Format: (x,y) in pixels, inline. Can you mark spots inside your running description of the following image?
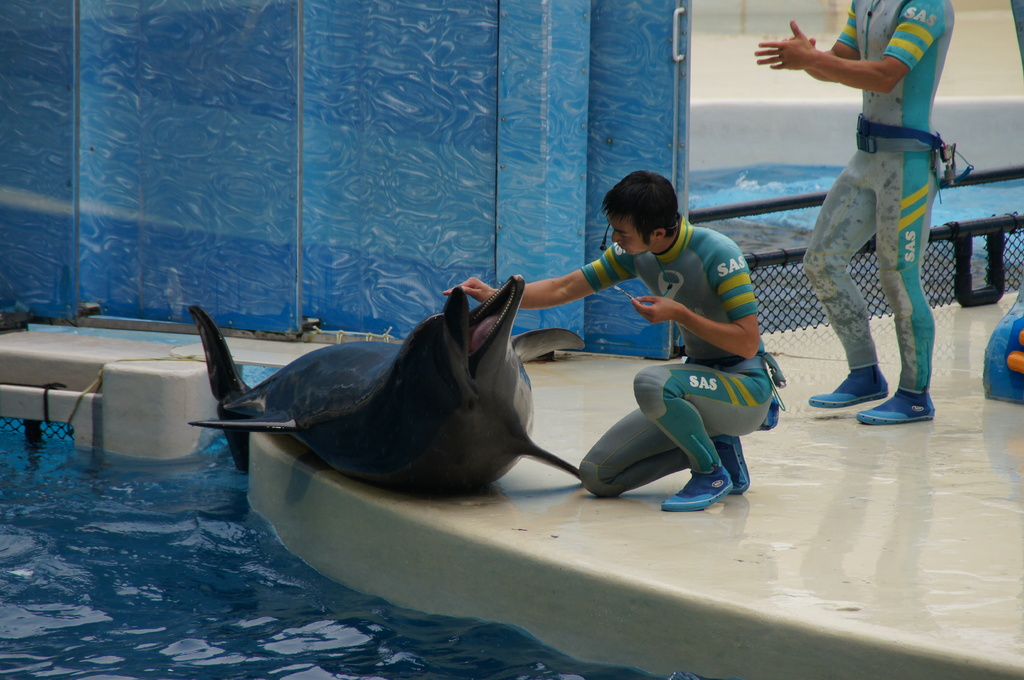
In the center of the image (445,389) a dolphin (330,353) is there. At the bottom left corner (168,641) pool (168,611) is present. At the bottom of the image (893,608) ground (924,614) is there. A man (730,420) is sitting in the center of the image (637,439). A man (915,166) is standing on the right side of the image (874,75). In the middle of the image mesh (802,277) and rod (796,205) are present.
